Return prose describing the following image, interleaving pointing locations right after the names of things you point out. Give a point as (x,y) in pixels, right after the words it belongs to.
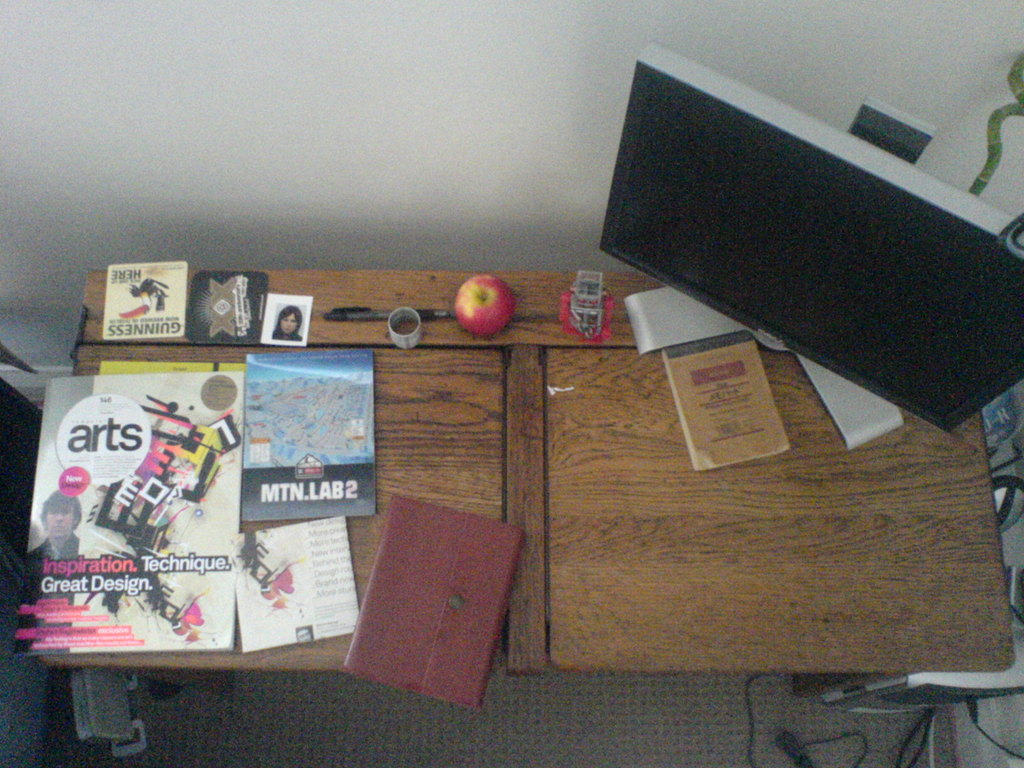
In the given image i can see a wooden table (562,520) on which i can see books (262,386), pad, pen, photo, fruit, system (987,323), diary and some other objects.
